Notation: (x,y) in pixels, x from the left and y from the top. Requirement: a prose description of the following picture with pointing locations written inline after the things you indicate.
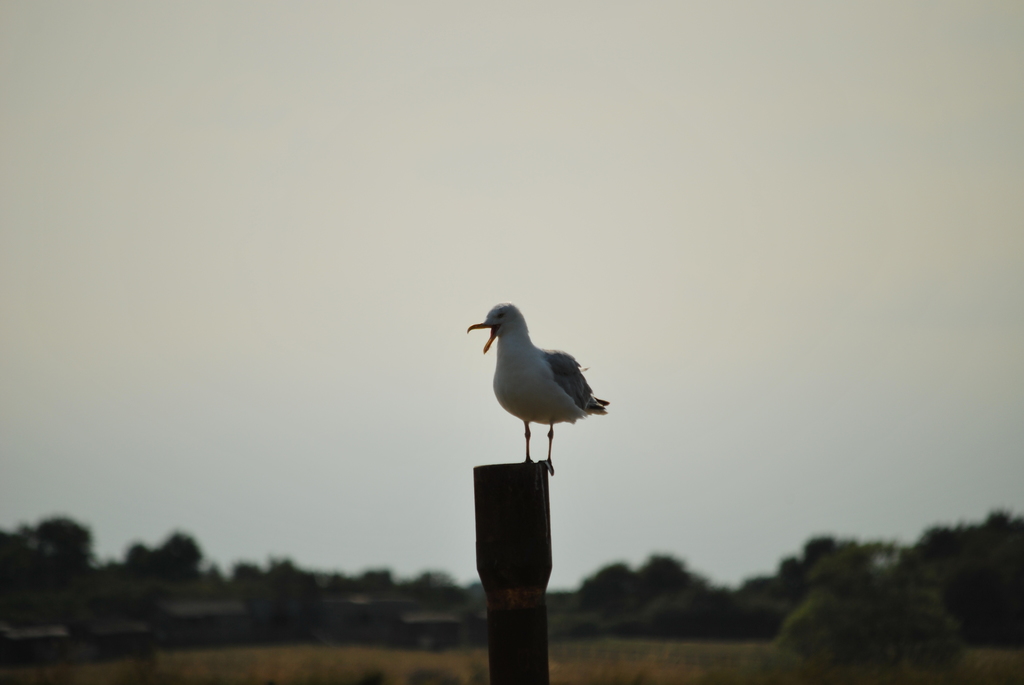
This picture is taken from outside of the city. In this image, we can see a bird (531,410) standing on the pole (548,640). In the background (17,598), we can see some trees (422,586) and plants (957,590). At the top (388,209), we can see a sky (441,281), at the bottom (263,661), we can see a grass (276,658).
